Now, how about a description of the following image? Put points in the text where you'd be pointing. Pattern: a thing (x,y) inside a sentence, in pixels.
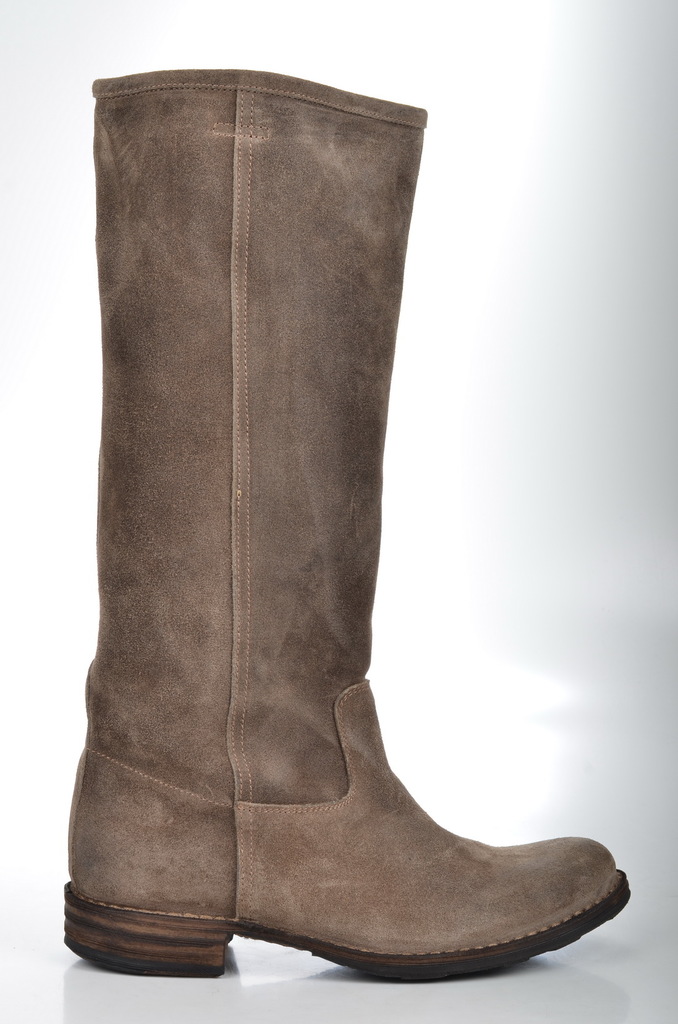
In this image I can see a brown colour boot (195,266). I can also see white colour in background (298,954).
